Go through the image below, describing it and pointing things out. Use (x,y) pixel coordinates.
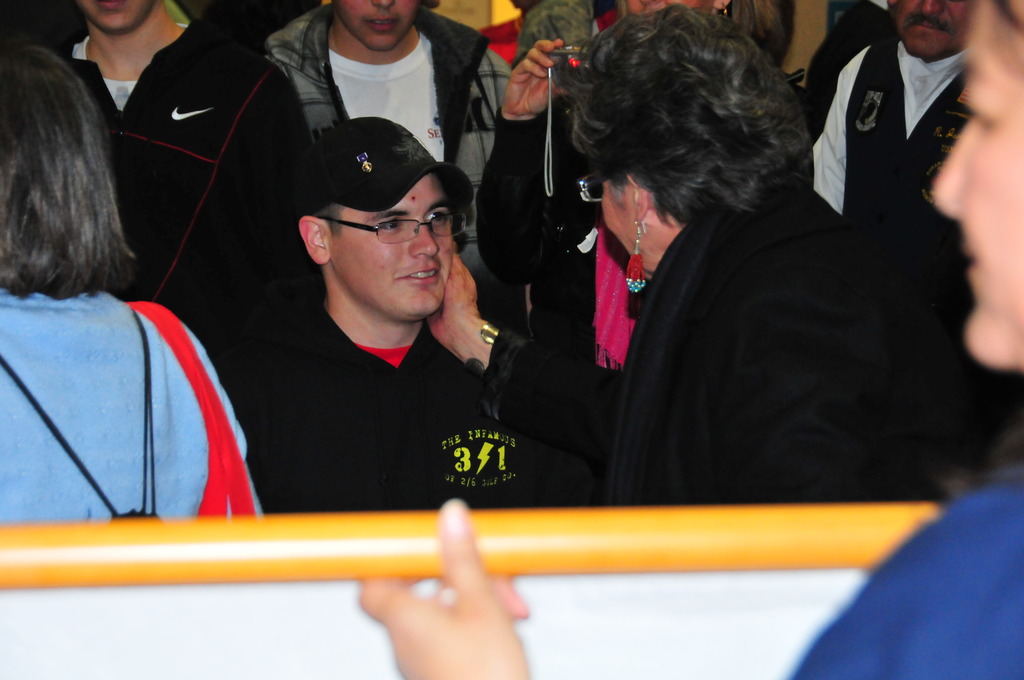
In this image, on the right side (1018,263), we can see a person (1014,91) wearing a blue color dress (1017,550) and the person (1004,585) holding a yellow color rod (412,541). In the background (193,408), we can see a group of people (756,359). At the bottom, we can see a white color.
